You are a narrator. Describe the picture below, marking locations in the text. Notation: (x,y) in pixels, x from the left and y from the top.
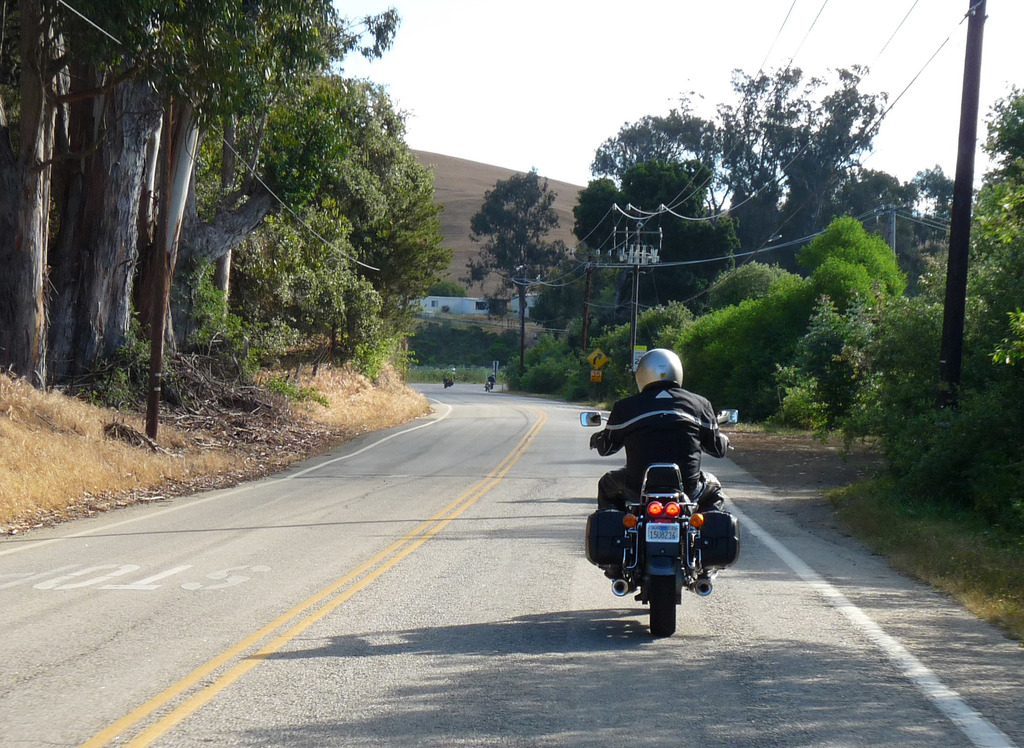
This picture shows a human (684,461) riding a motorcycle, He wore helmet (667,372) on his head (681,383) and we see trees (291,157) and few electrical poles (628,256) and we see a cloudy sky (544,104) and couple of motorcycles (493,384) moving in the front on the road (469,406).
